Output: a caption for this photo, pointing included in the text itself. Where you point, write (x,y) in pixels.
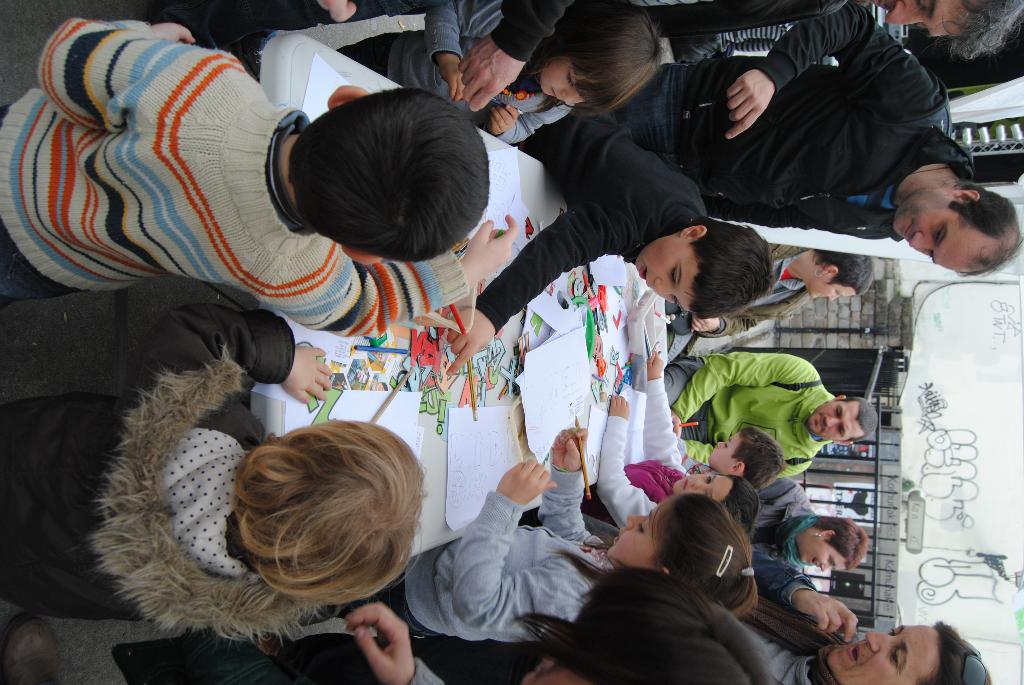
In this image there is a table (528,184) having few papers (549,373) and pencils (474,383) on it. Few kids (453,141) are around the table (283,414). Right side (858,665) there are few people (885,642). Behind them there is a fence (872,523). Behind there is a wall (898,521) having some painting (929,560).
